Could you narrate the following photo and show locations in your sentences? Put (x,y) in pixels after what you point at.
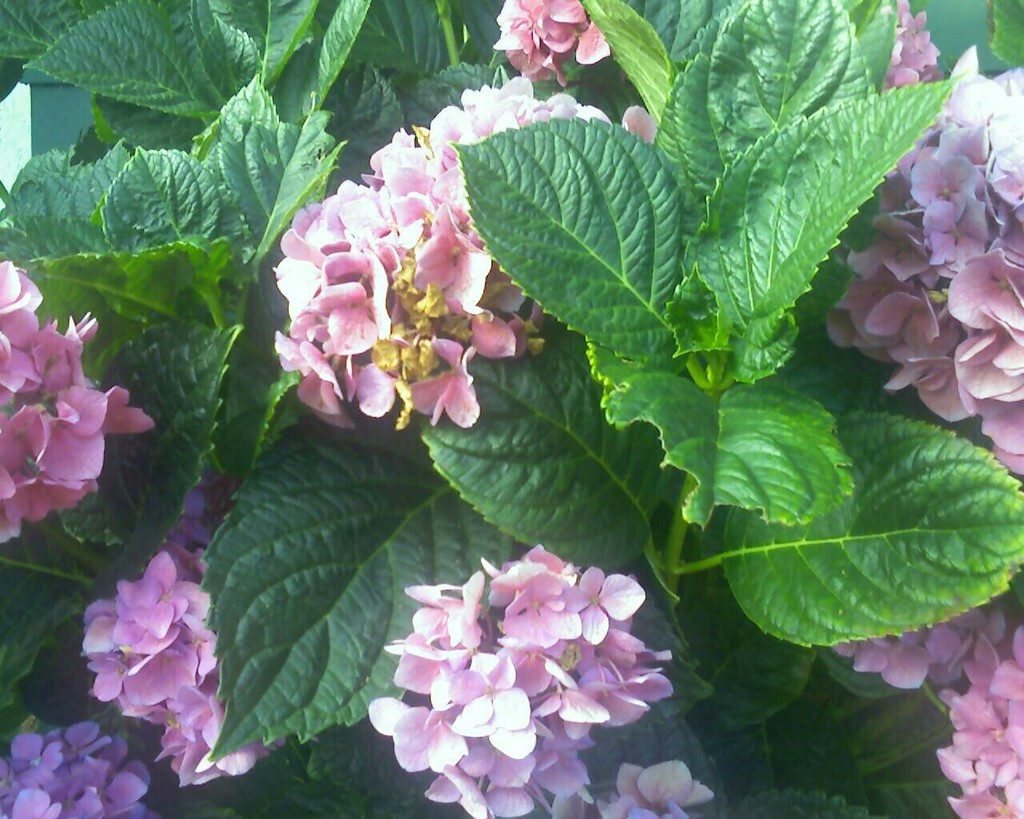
In this image there are few plants (415,541) having flowers (363,350) and leaves (607,532).
